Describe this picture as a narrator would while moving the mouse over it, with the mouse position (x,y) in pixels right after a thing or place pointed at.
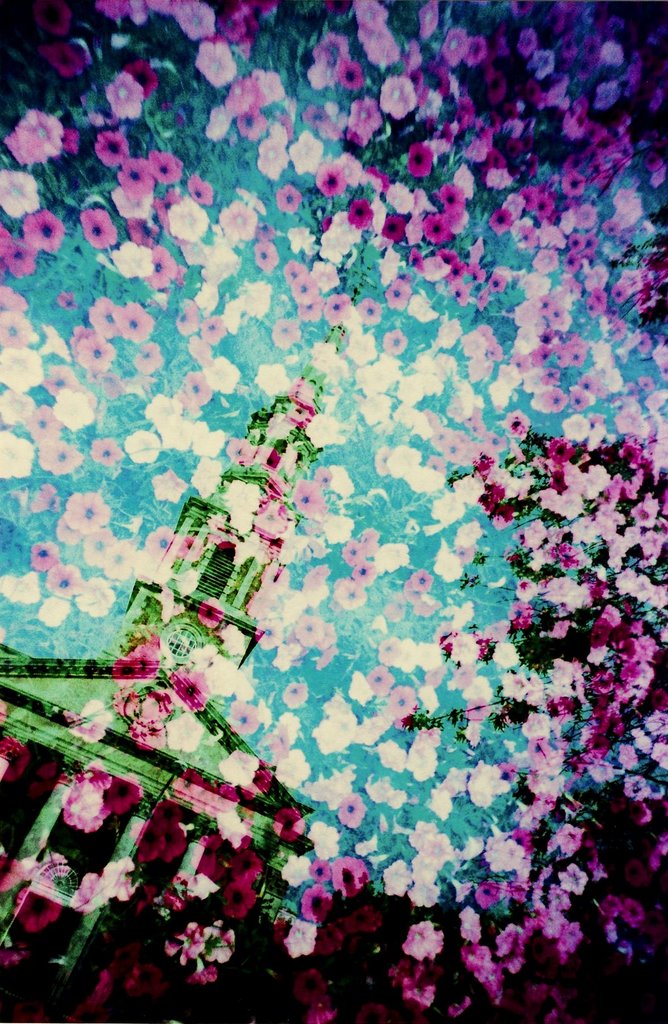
This is an edited image. This image consists of flowers (291,656). In the background (118,719), I can see a building (144,789).
